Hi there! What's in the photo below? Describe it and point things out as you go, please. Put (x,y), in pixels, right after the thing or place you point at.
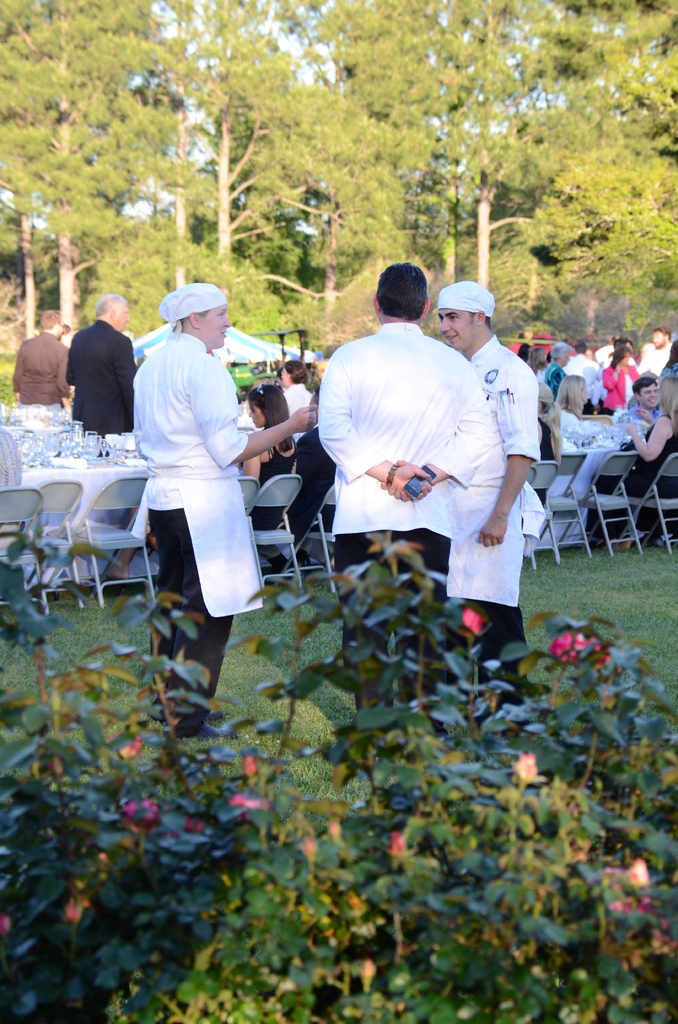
In this picture we can see plants (258,971) with flowers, some people (642,353) are standing on the grass (624,612), some people (274,524) are sitting on chairs (116,493), tent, trees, tables (244,416) with some objects (579,431) on it and in the background (293,55) we can see the sky (192,53).
